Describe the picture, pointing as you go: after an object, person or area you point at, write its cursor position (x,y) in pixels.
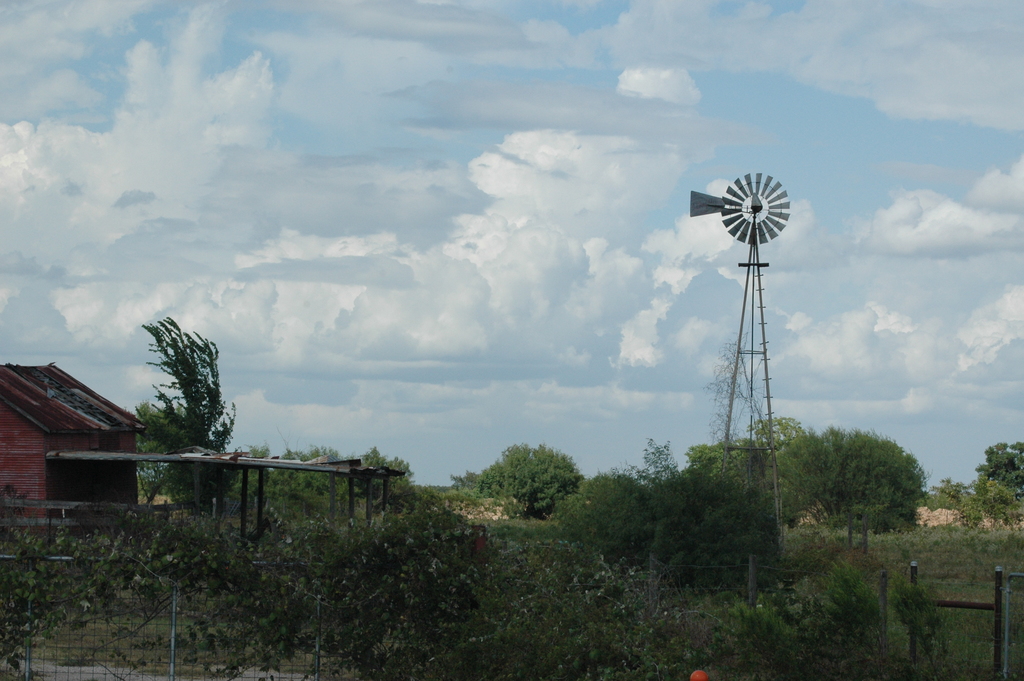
On the left side of the image (19,396) there is a shed (71,376). At the bottom (110,611) we can see a fence (263,599). In the background (762,522) there are trees (745,532) and a windmill (753,381). At the top (431,221) there is sky (324,114).
